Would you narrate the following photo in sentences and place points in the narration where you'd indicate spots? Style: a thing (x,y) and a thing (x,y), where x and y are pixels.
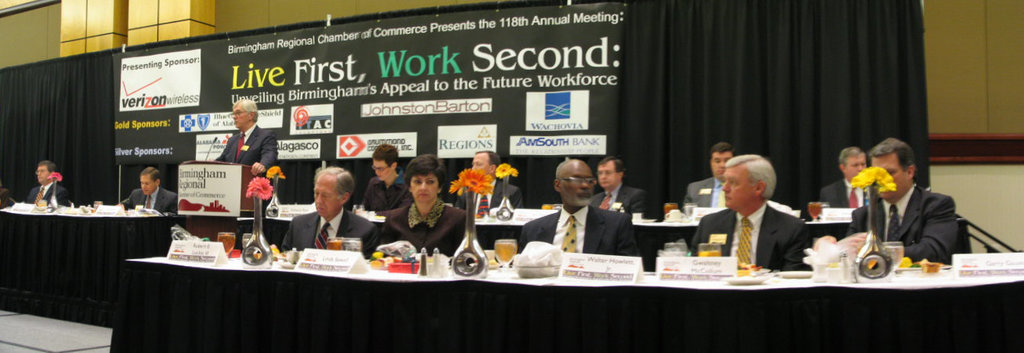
This picture is of inside a conference room (681,231). In the foreground (316,227) we can see the group of people (926,208) sitting on the chairs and there is a table (245,286) on the top of which flower vase (256,236), glasses (495,258) and name plates (632,264) are placed, behind that there is a man (243,128) wearing suit (253,142) and standing behind the podium (215,162) and there is a microphone (213,142) attached to the podium (214,188). In the background (387,146) we can see group of people (374,151) sitting on the chairs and a banner (422,64) with some text (517,70) printed on it, a wall (293,10) and a curtain (826,37).
